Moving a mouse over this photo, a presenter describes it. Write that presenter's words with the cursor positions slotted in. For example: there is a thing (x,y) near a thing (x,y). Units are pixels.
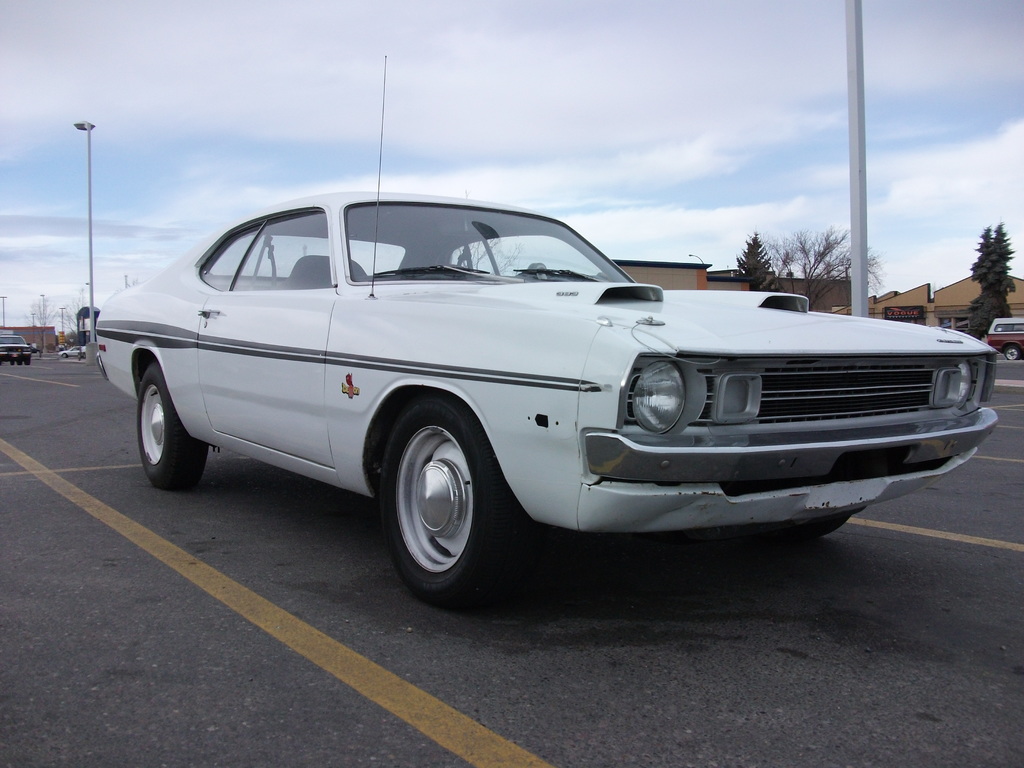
In this image there is a car (386,406) on the road (314,509). In the background (29,349) there is another car (21,349). On the right side (918,302) there are houses (964,283) in the background (948,287). There are poles (862,225) on the footpath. There are plants (748,264) in between the houses (937,296).
